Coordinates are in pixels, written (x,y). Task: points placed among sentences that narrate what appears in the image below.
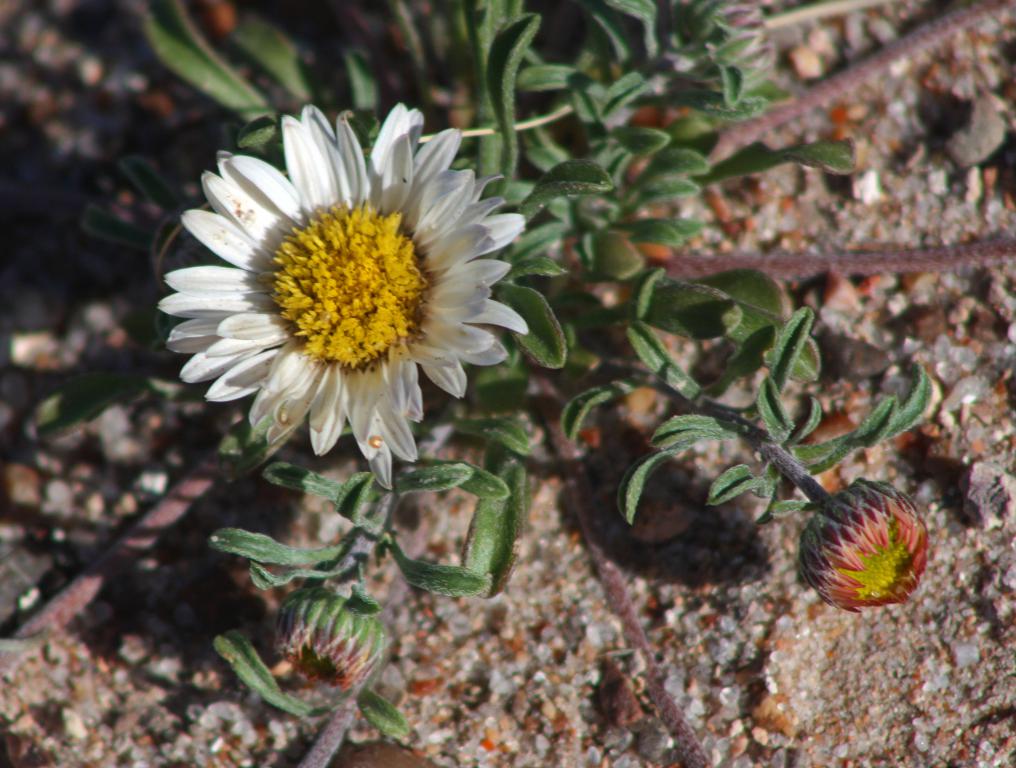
In the picture we can see a plant (243,644) with two flowers (855,504) to it and one is white in color and one is red in color and under the plant (676,715) we can see a surface (609,717) with stones (751,571).
